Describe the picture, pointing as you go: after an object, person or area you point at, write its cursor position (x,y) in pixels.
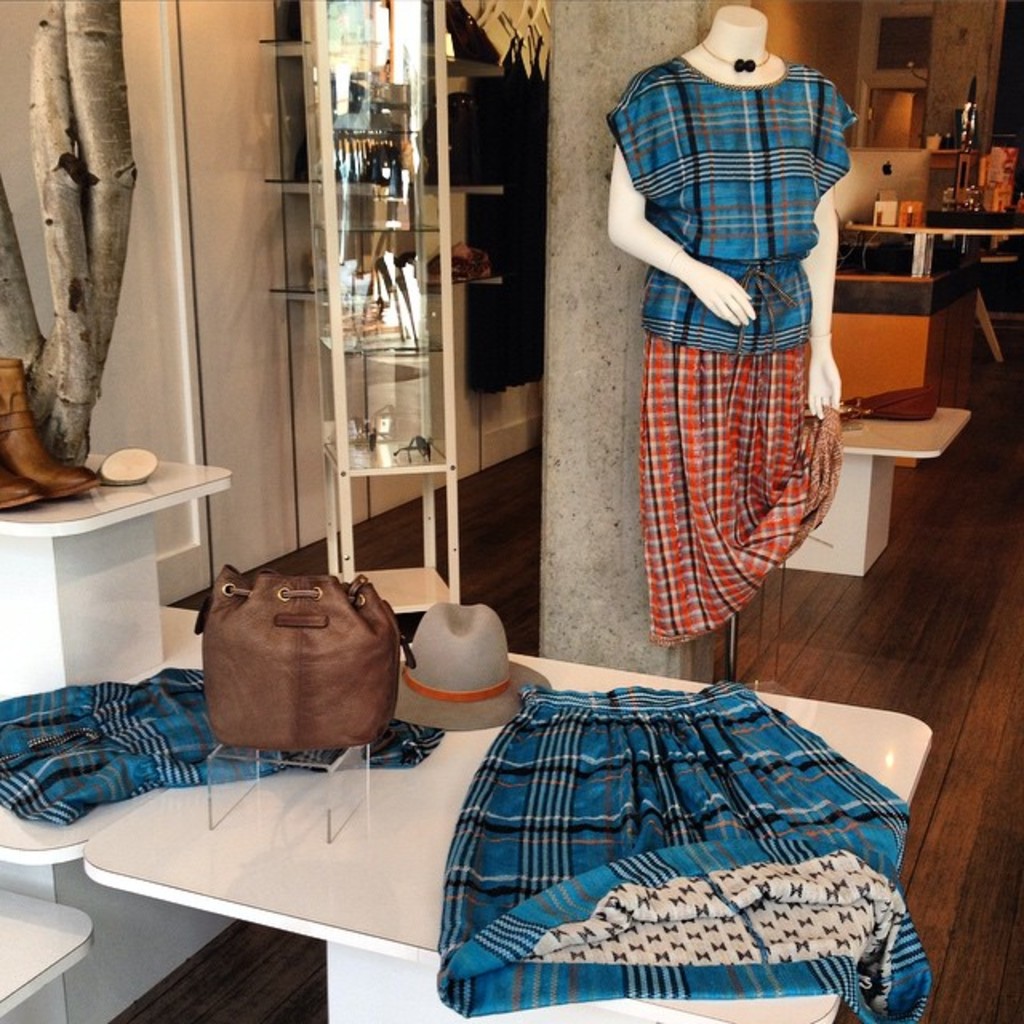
This picture shows few clothes (474,861) on the table (271,808) and we see a hat (415,696) and a hand bag (276,592) and we see a shoe (5,450).
